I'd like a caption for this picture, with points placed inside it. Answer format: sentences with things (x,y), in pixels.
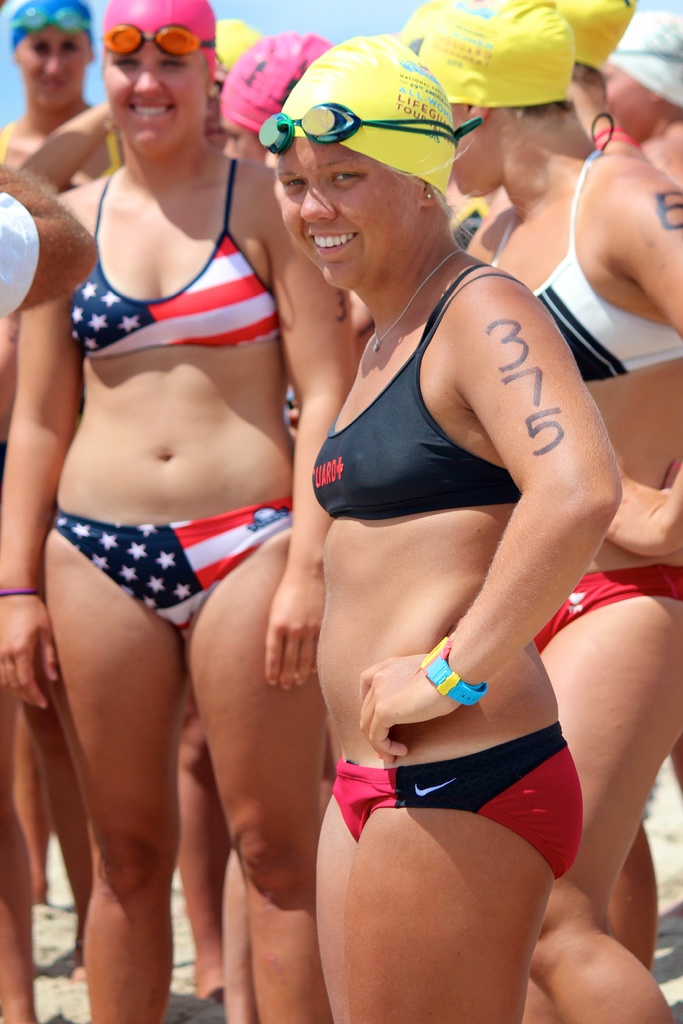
There are women (349,704) standing in the foreground area of the image (273,381), there are swimming caps (363,107) and glasses (319,122) on their heads (291,187) and sky (104,87) in the background area (257,17).
